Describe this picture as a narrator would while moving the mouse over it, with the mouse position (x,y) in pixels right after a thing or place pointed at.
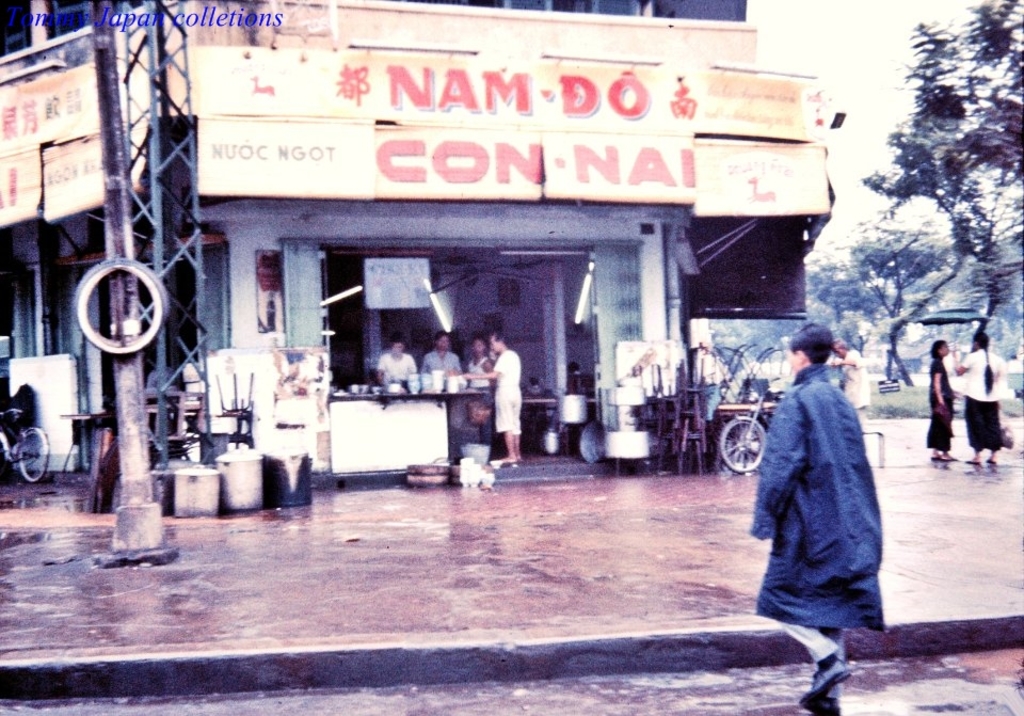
In the image few people (963,368) are standing. Behind them there are some trees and buildings (245,274) and poles (170,267) and bicycles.
